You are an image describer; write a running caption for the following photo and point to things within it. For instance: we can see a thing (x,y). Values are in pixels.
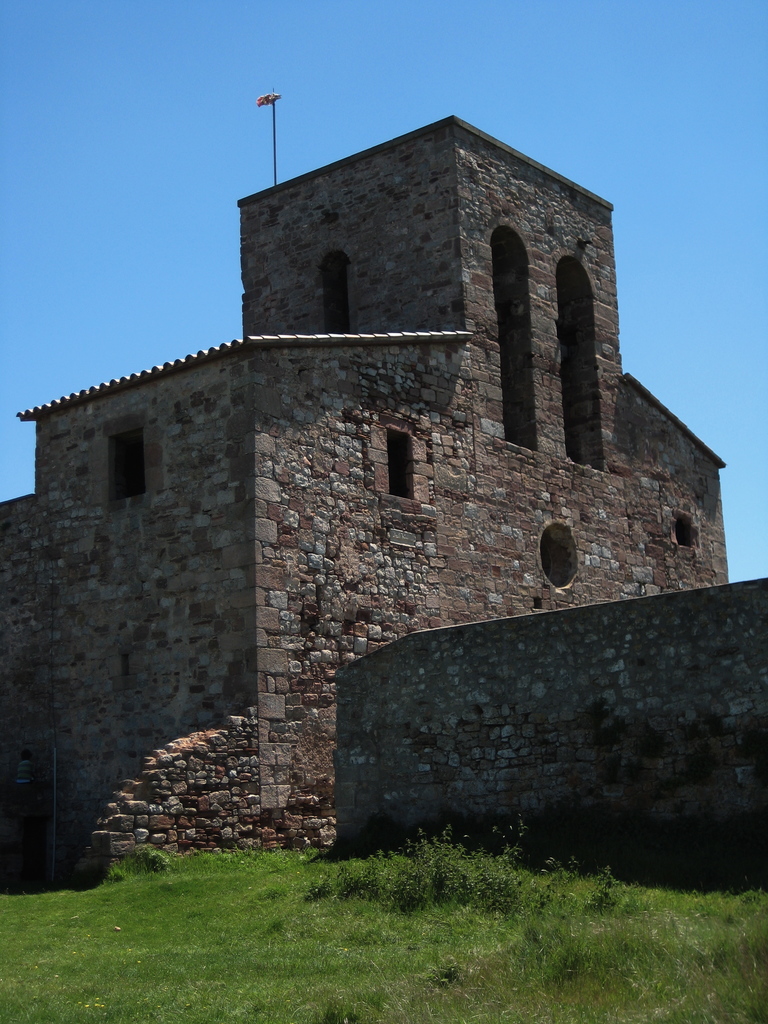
In this picture there is a building (185,478). On the roof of the building (276,251) we can see a flag (265,104). On the bottom (701,958) we can see green grass (206,927). On the right (721,684) there is a wall (749,639). On the top (553,45) there is a sky (492,53).
